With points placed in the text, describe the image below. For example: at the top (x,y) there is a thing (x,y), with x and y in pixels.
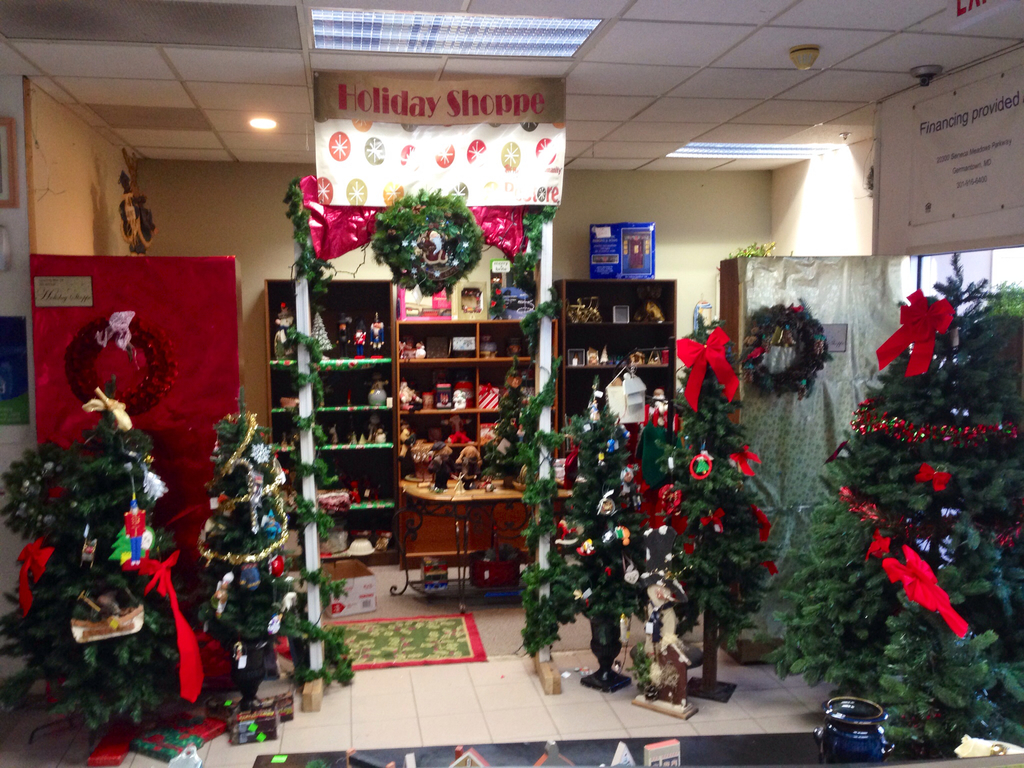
In this image it looks like it is a gift shop (675,336) in which there are so many Christmas trees (971,451) and some decorative items (888,574) on it. In the middle (482,474) there are so many gifts (405,348) kept in the racks (433,358). At the top (677,46) there is ceiling (681,57) with the lights (522,45). On the right side (947,156) there is a board (945,193) above the tree (957,264).
